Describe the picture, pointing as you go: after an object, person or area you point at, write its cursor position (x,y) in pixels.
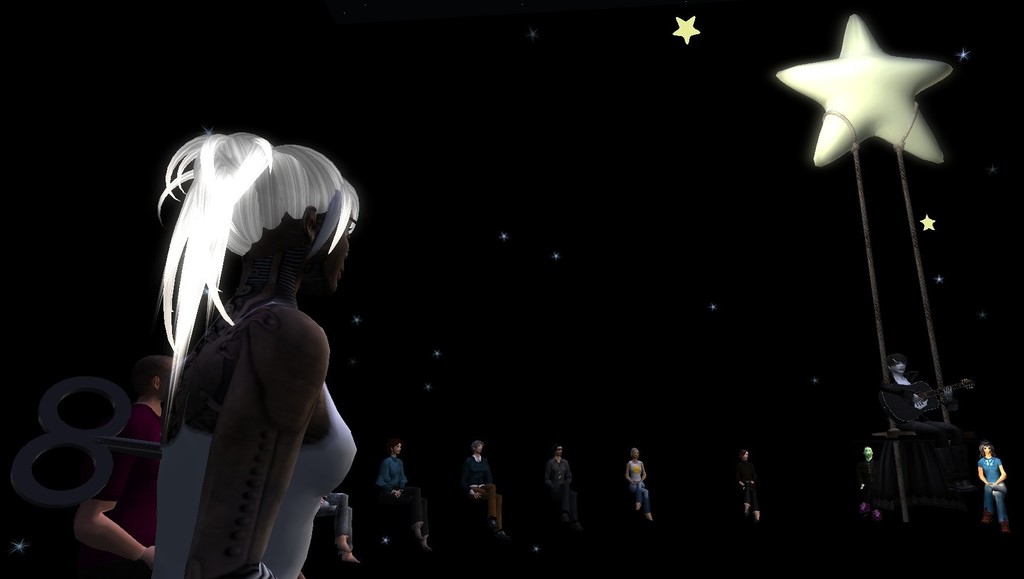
It is an animated image, there are pictures of the human beings (477,446) in the sitting position and in between them a person (905,424) is playing a guitar (910,399), there are two ropes (895,453) tied to star (870,91) and beside that there are many other small stars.
